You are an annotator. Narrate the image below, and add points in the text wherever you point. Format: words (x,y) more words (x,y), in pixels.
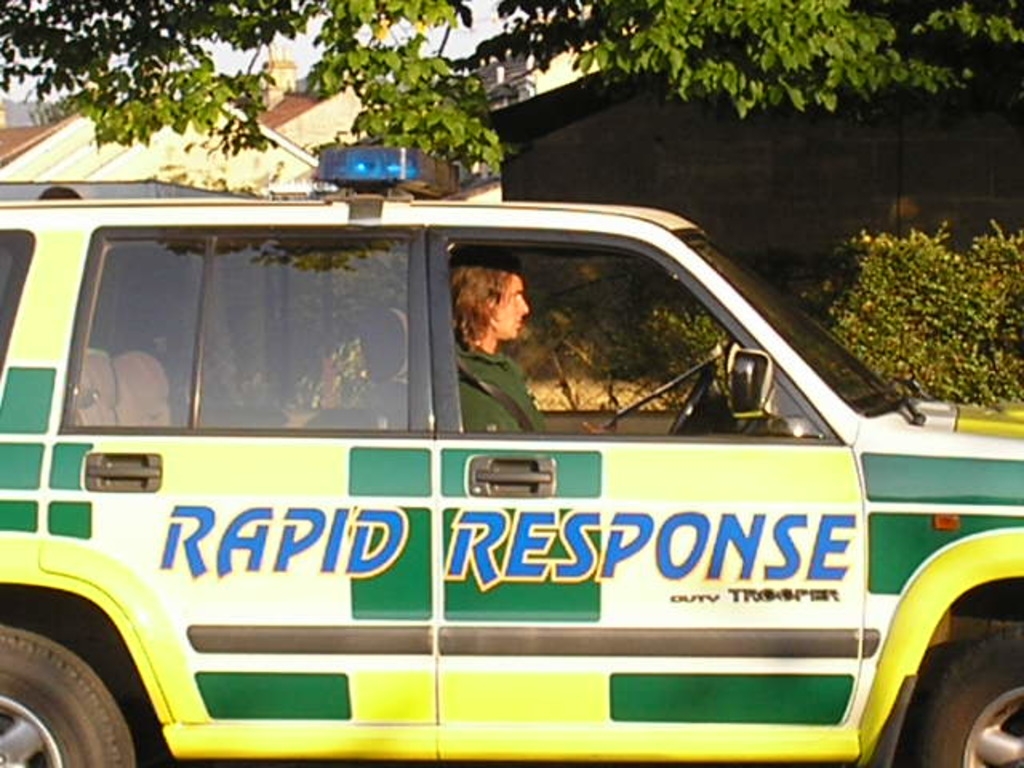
In this image I can see a person (480,377) is sitting in a vehicle (543,453). On the vehicle (548,492) I can see something written on it. In the background (515,124) I can see plants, trees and buildings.
